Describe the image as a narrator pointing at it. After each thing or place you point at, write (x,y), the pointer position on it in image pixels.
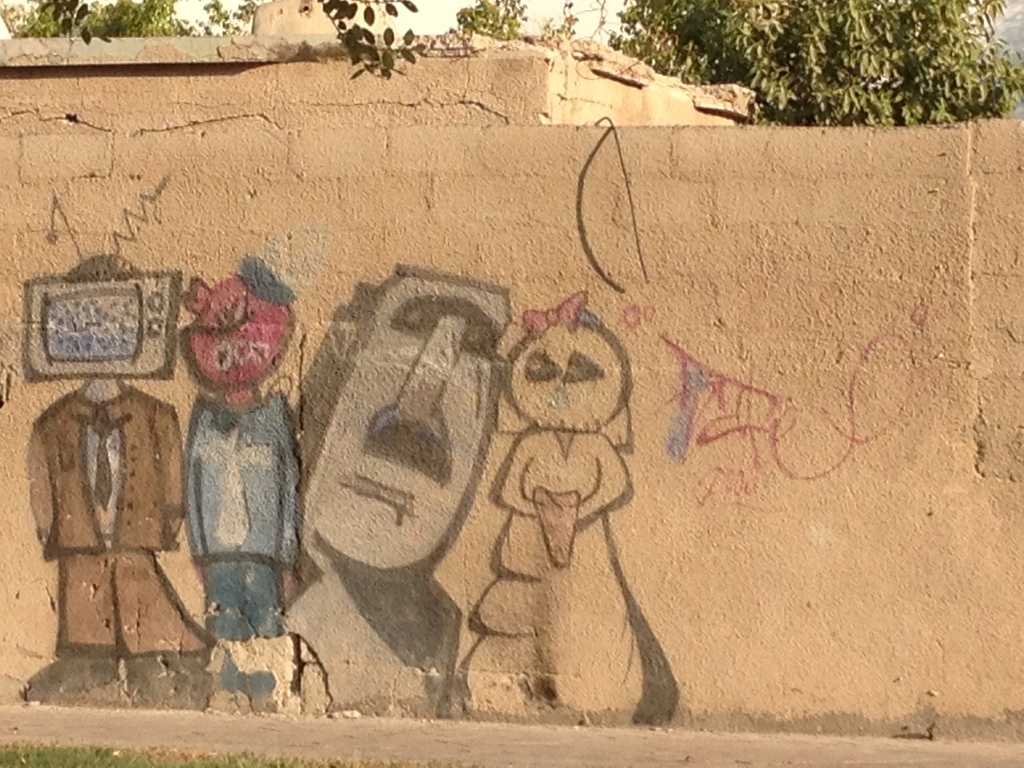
In front of the image there is grass (245,761) on the surface (293,755). There is a painting (417,453) on the wall (367,474). In the background of the image (945,25) there are trees (833,58).
